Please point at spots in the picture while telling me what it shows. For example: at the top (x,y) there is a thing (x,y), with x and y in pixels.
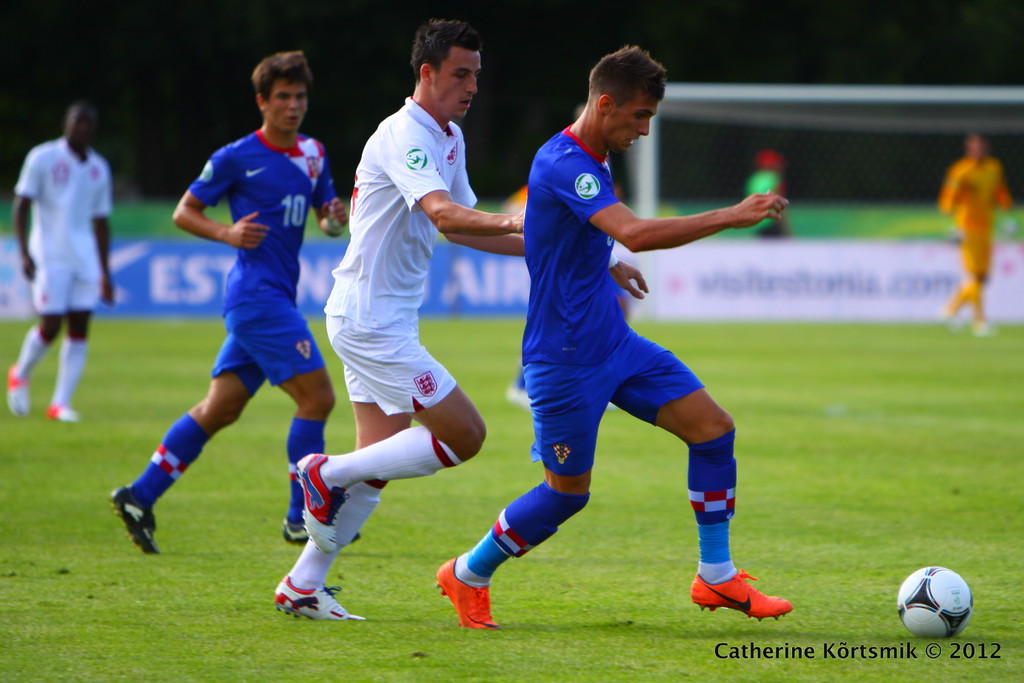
In the image there are few players (614,359) in blue dress (604,189) and few persons (465,177) in white dress (427,187) running on grass field (291,565) behind a football (957,596), in the back (758,109) there is goalpost (776,106) on the right side (1008,201) with a person (986,211) standing in front of it in yellow dress (991,252).
